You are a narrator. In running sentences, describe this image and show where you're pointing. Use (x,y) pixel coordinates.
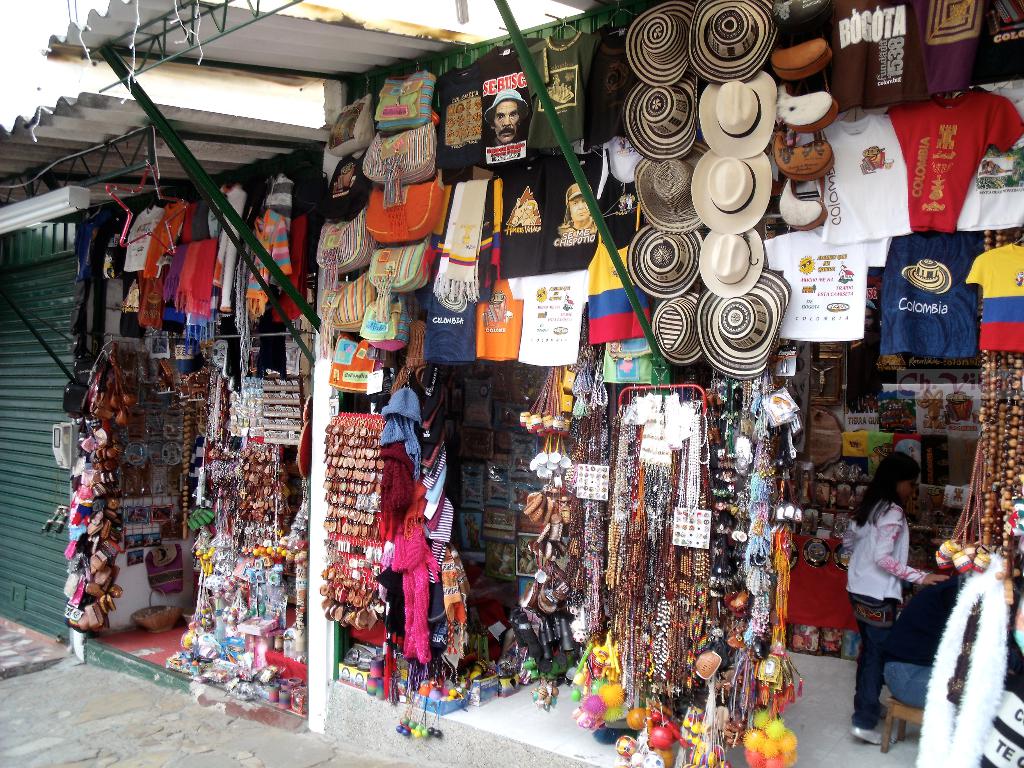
In this picture i can see there is a woman (894,544) standing here and there are two stores (411,533), they have caps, shirts (957,54), ornaments (216,536), keychains (216,536) and scarves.
